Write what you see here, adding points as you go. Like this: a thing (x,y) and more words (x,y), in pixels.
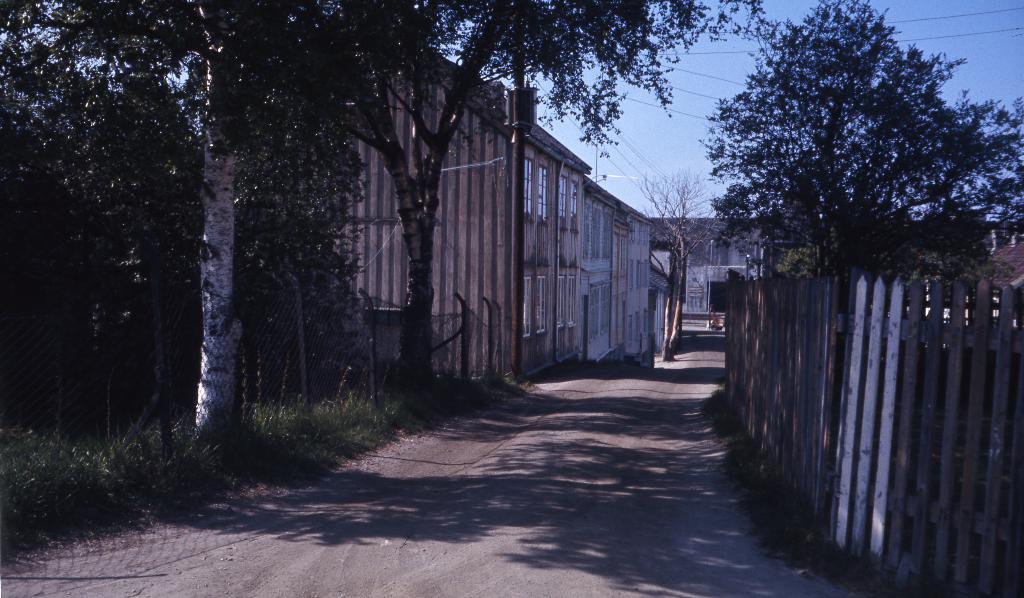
In this picture we can see trees (18,159), on the right side (804,379) there is fencing (886,465), in the background (746,244) there are some houses (703,254), we can see the sky (895,21) at the top of the picture (714,70).
